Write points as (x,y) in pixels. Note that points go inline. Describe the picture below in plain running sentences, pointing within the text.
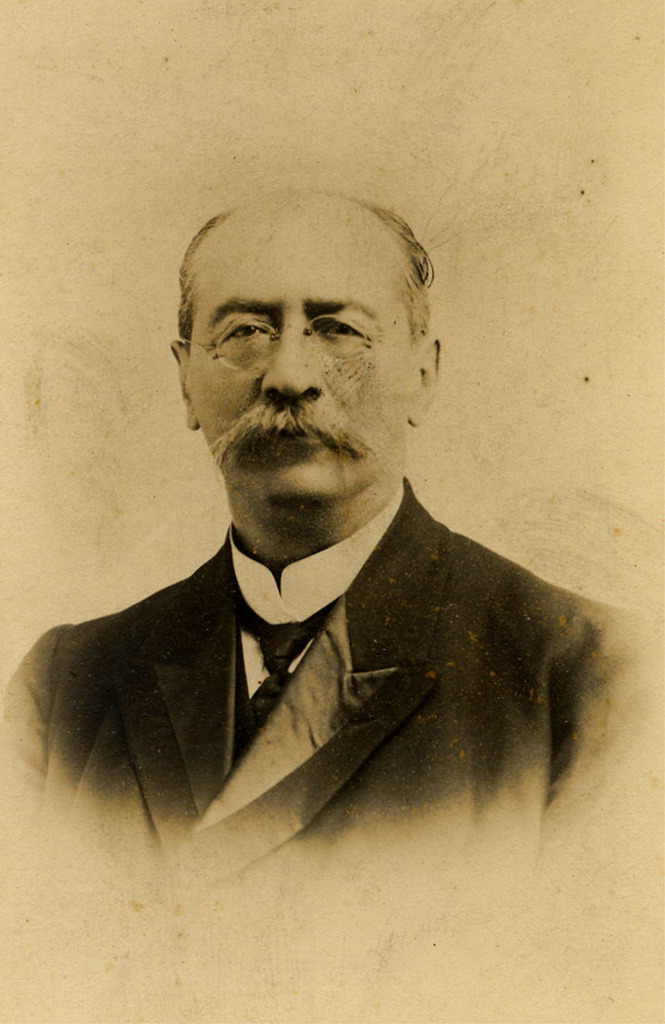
In this image I can see the person (431,681) and the person (470,634) is wearing the blazer (438,649), shirt (330,579) and the tie (265,643) and I can see the white color background (607,979).
